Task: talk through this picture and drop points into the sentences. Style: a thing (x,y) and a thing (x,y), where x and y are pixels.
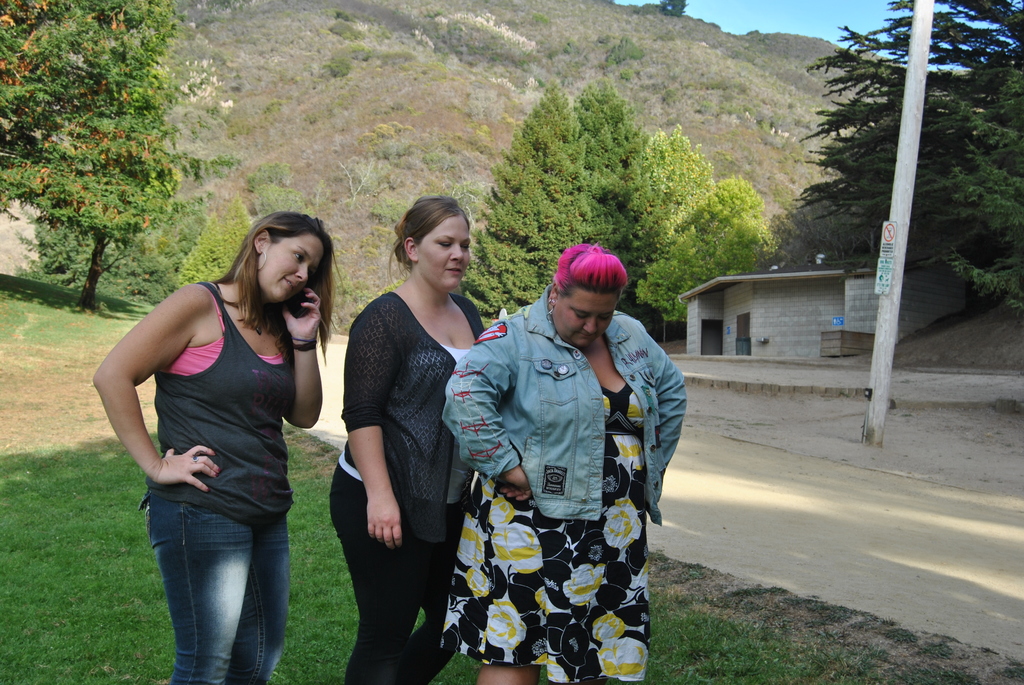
In this image, we can see some trees (554,149). There is a hill (446,75) at the top of the image (585,66). There is a shed (773,288) and pole (894,319) on the right side of the image (900,304). There are three persons (566,400) at the bottom of the image (286,577) standing and wearing clothes (361,582).
